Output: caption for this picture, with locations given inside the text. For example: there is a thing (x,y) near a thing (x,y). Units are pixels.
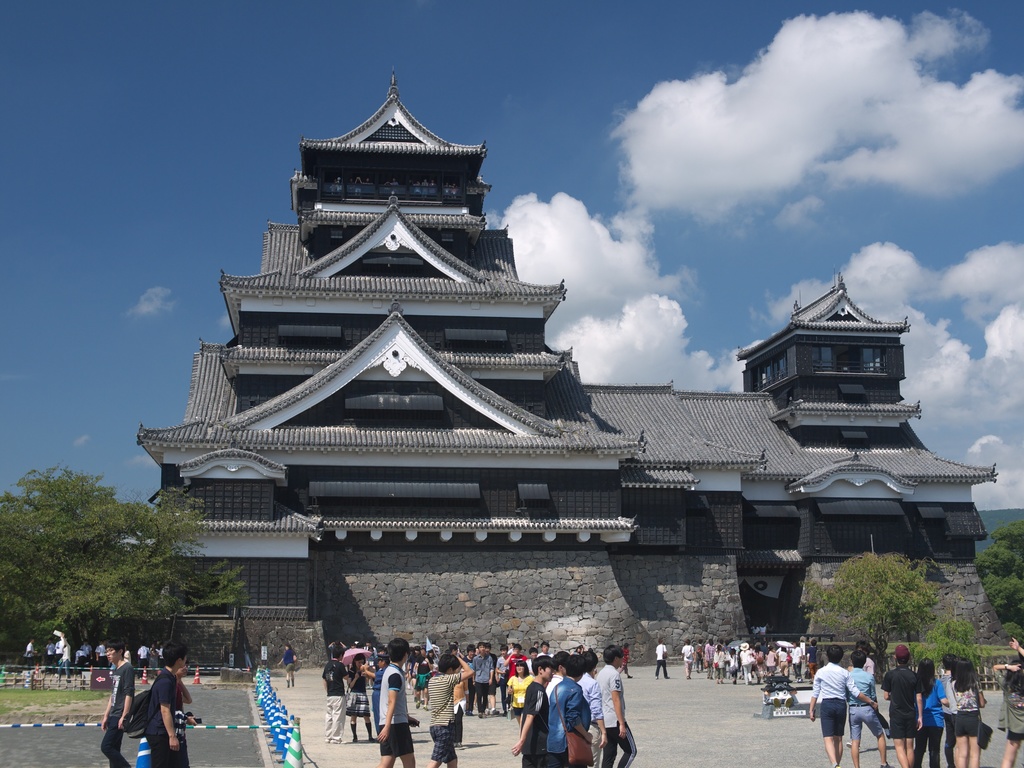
There are people (511,700), trees (882,655) and a building (388,431).
